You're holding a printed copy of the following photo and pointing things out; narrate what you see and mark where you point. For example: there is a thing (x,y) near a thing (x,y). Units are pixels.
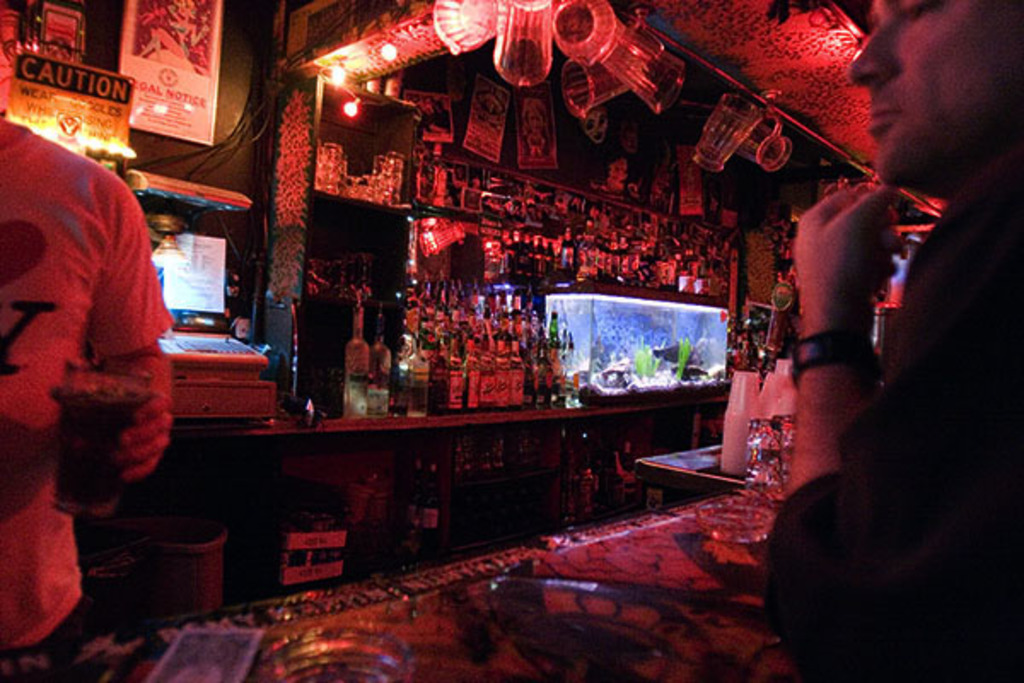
In the image I can see two people (34,496) and some shelves (337,402) in which there are some bottles (445,310) arranged and also I can see some boards (138,67) and a aquarium (612,334) to the side.
